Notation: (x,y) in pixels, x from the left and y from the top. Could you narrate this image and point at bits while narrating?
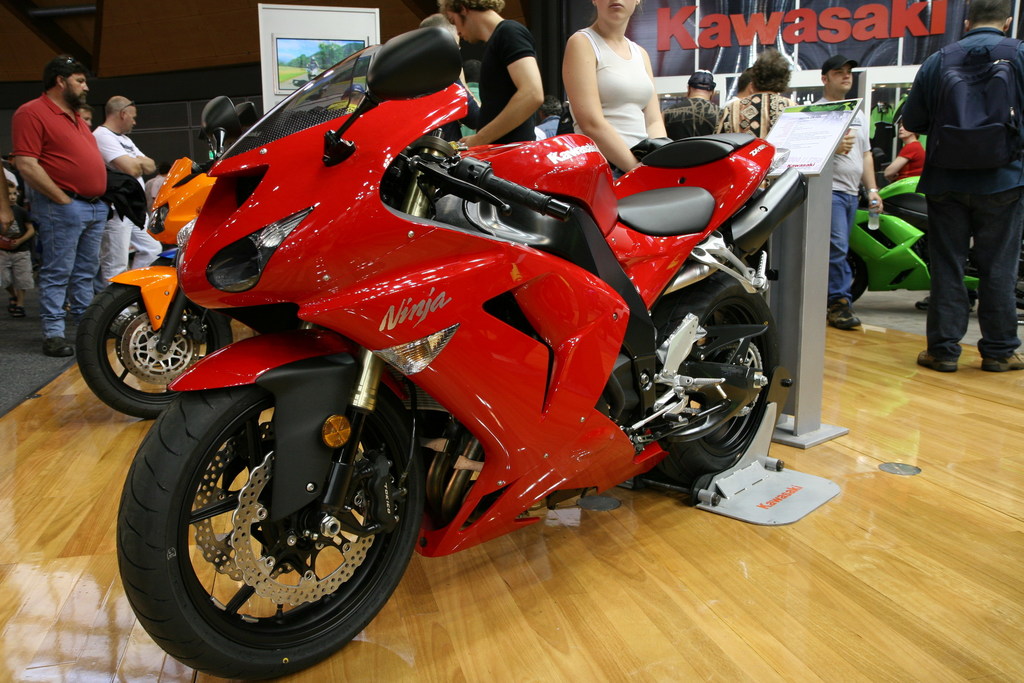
In this image we can see bikes (401,219) on the floor (487,602). In the background (106,224), we can see people (36,136), wall (224,46) and boards (296,28).
